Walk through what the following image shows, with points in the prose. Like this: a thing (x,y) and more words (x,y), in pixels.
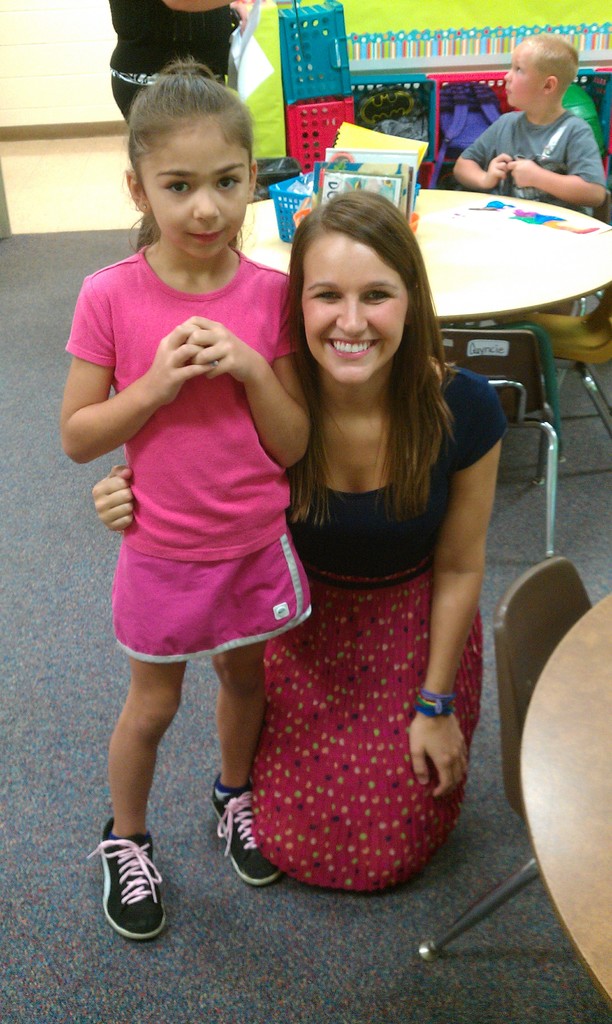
In this image there is a woman (348,403), there is a girl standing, there is a boy (533,81) sitting on the chair (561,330), there are tables (484,280), there are objects (415,179) on the tables (535,226), there are baskets (331,143), at the background of the image (74,85) there is a wall (270,44).
